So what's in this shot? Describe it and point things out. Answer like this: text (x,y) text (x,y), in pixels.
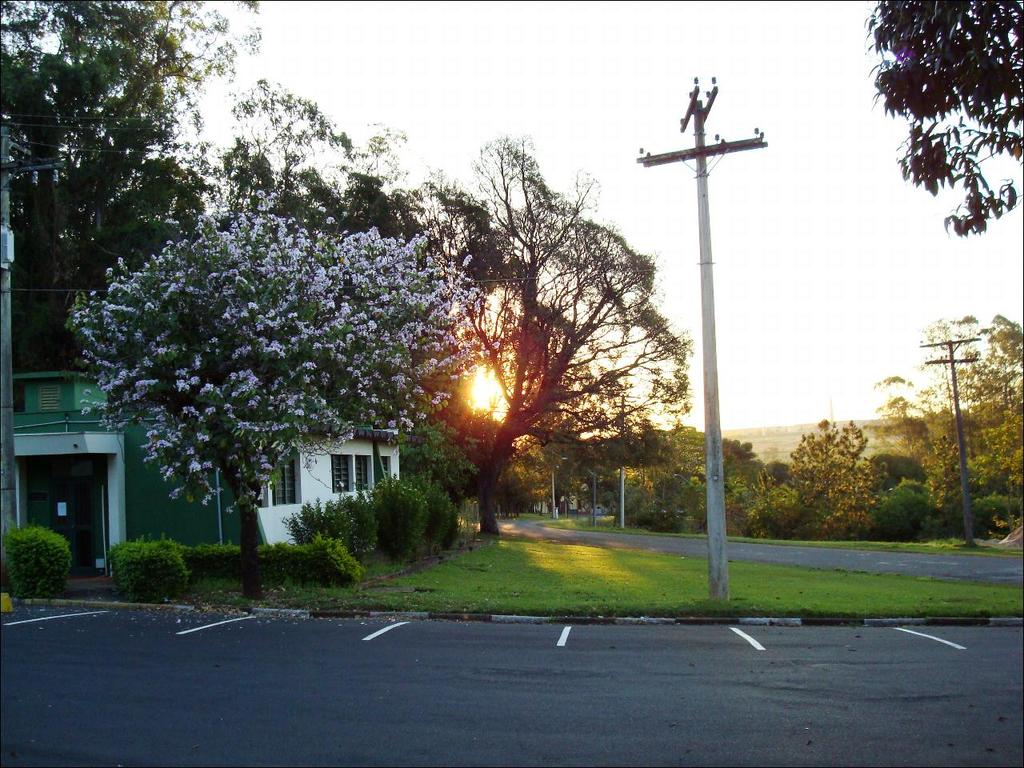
In this picture we can see the road (153,672) and in the background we can see a house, electric poles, trees (1012,393), sky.
